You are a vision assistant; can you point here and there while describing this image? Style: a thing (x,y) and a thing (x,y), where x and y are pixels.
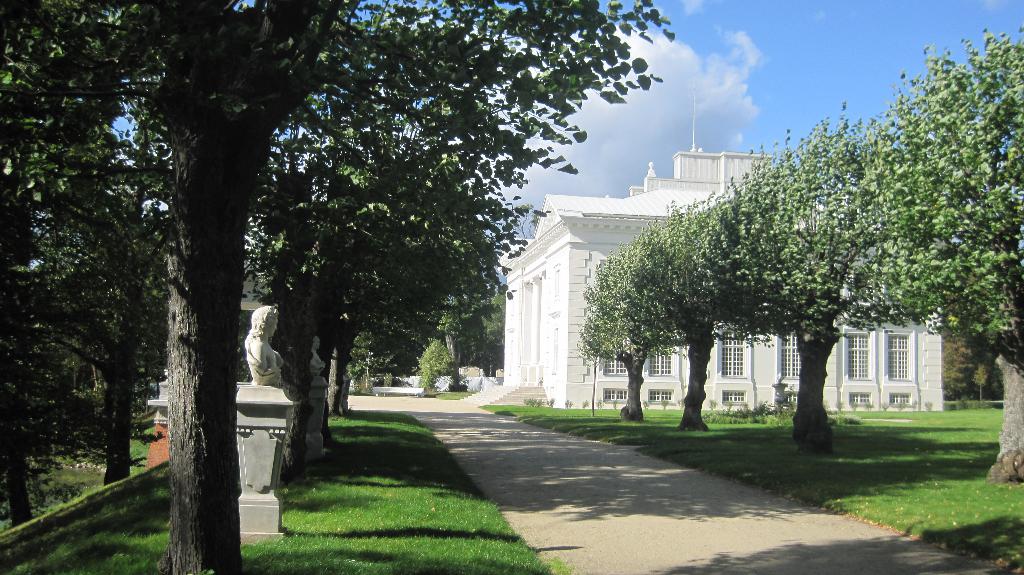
In this picture we see a white house (621,394) surrounded by green grass (933,489) and trees (795,263). It also has a walking path (527,438). Here the sky (663,124) is blue.
